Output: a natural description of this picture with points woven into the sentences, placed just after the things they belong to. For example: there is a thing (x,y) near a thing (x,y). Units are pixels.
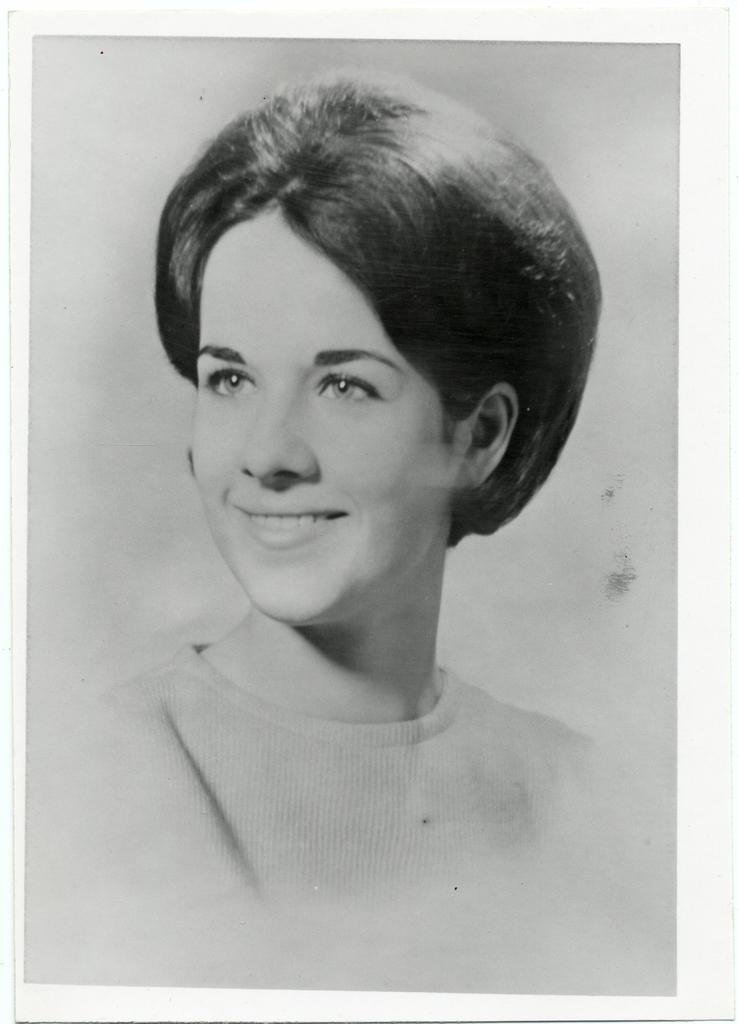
In this picture we can see a black and white photograph (359,369), in the photograph (317,342) we can find a woman (243,526), she is smiling.
